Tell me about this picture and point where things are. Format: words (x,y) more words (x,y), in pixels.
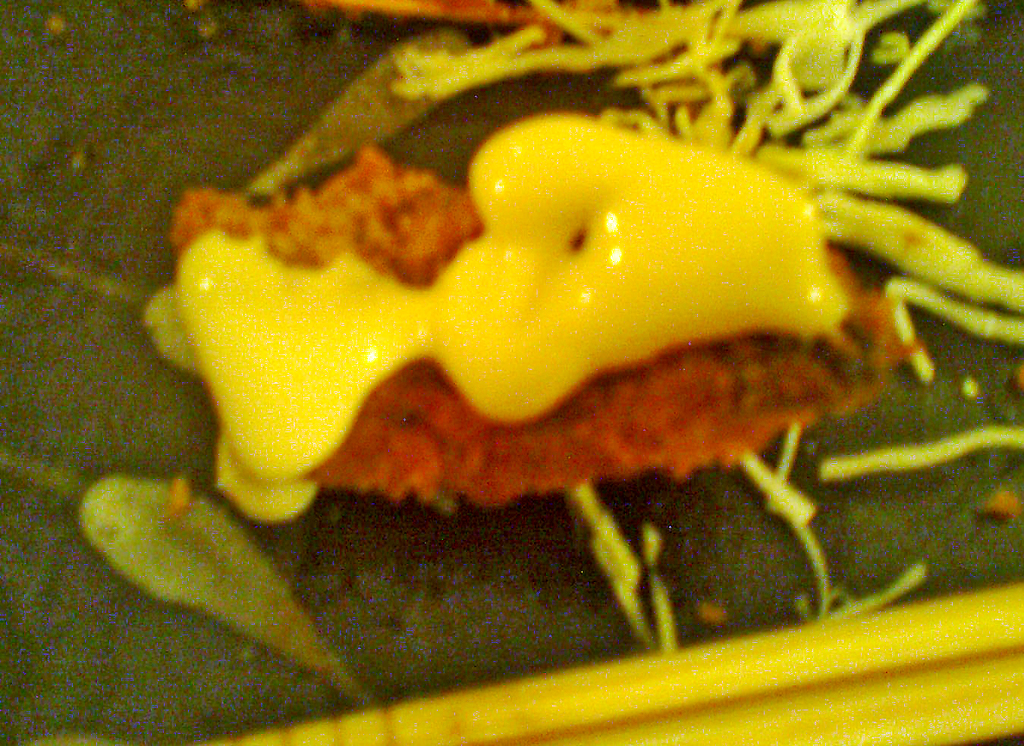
In this picture they are looking like some food items (482,386) on an object (522,565).
